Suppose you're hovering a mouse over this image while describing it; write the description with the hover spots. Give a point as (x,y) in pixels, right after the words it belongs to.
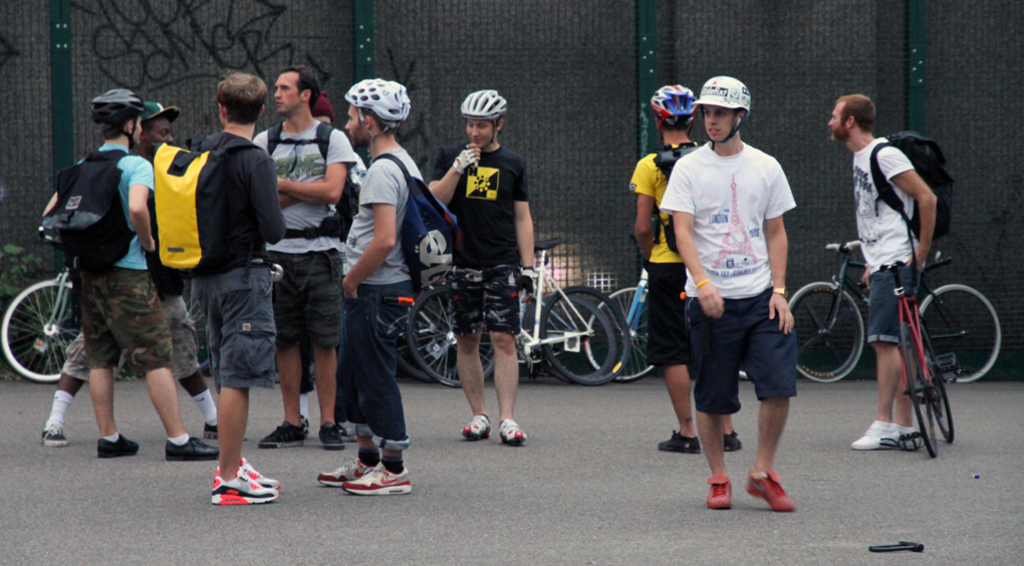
In this image we can see a group of people (693,251) standing on the floor (181,398) few people (494,197) are wearing helmets (382,108). One person (906,239) wearing bag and holding bicycle (922,361) in his hand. In the background (611,376), we can see a group of bicycles (553,349) parked on the ground (589,483).
